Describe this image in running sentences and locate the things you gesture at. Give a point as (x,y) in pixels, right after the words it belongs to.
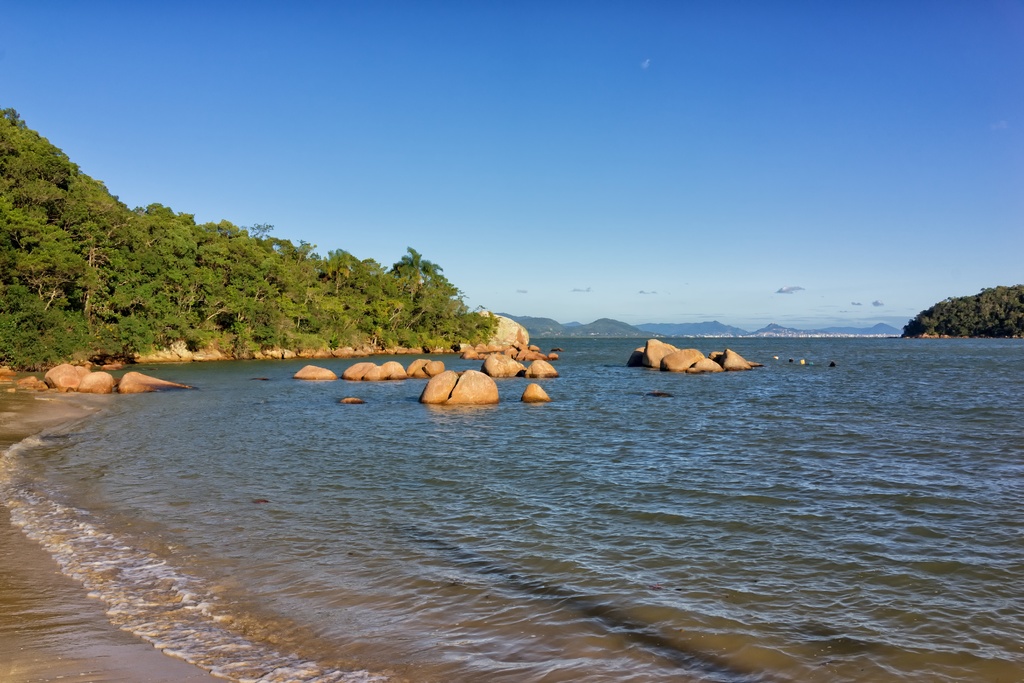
This picture is taken from outside of the city. In this image, on the right side (1005,334), we can see some trees (915,323) and plants (1009,308). In the middle of the image (494,344), we can see some stones (494,350) on the water (905,511). On the left side (6,345), we can also see some stones (143,382), sand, trees (134,293), plants (290,317). At the top (581,109), we can see a sky (616,100). In the background (584,336), we can see some mountains (524,317), at the bottom (788,467), we can see water (646,537) in an ocean (441,533).
